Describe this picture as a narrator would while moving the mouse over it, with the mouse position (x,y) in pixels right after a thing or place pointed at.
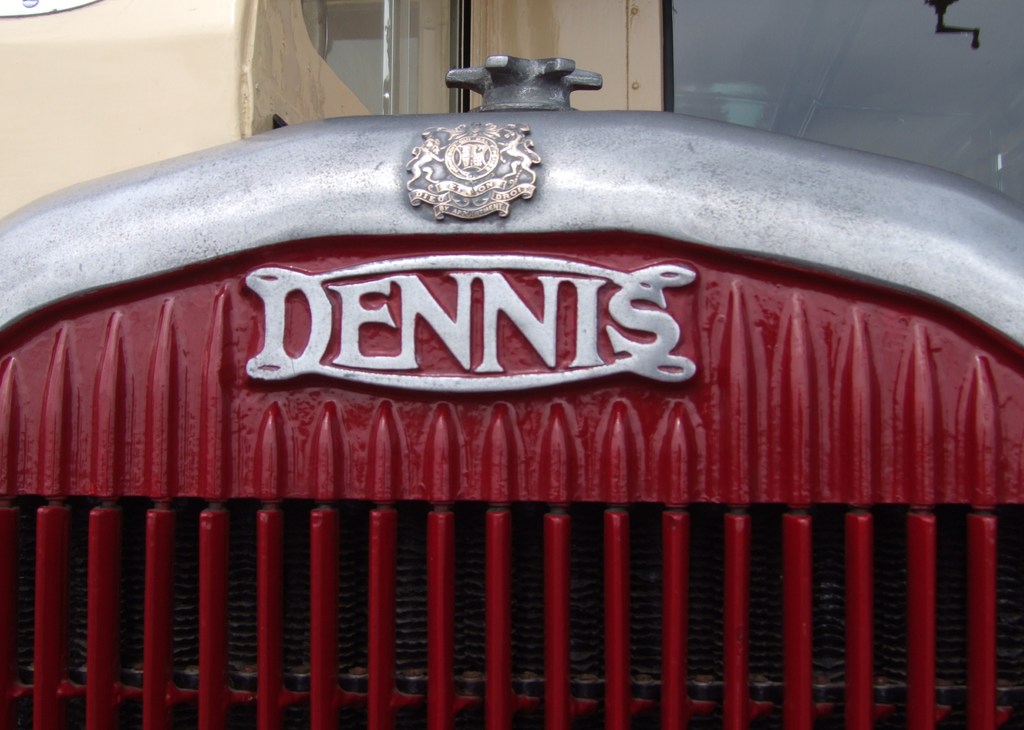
In this image, we can see a metal object (363,321) with some text (366,289). We can also see the wall (125,101) with some glass (899,69). We can also see an object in the top left corner (13,19).
